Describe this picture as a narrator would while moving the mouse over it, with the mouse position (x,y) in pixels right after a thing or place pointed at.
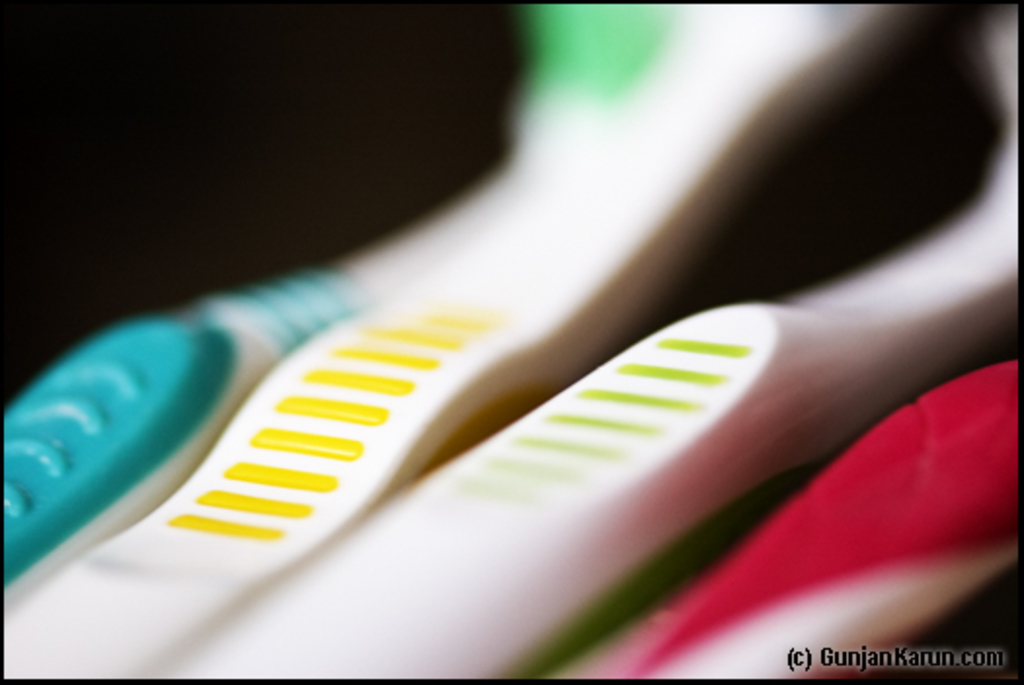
In the foreground of this picture (356,363), we can see four toothbrushes (567,436) on a surface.
